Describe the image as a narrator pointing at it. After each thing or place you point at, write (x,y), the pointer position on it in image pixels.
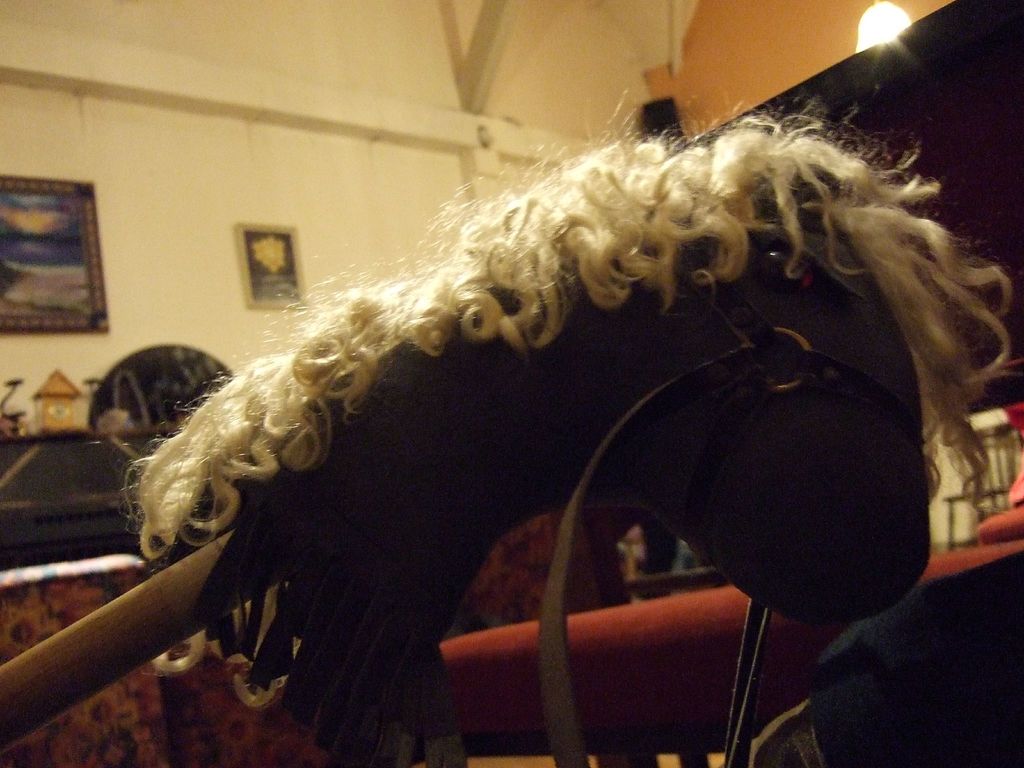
In this image we can see a doll (489,404) hanged to the stick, wall hangings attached to the wall (157,250) and electric light (874,15) hanging from the top.
